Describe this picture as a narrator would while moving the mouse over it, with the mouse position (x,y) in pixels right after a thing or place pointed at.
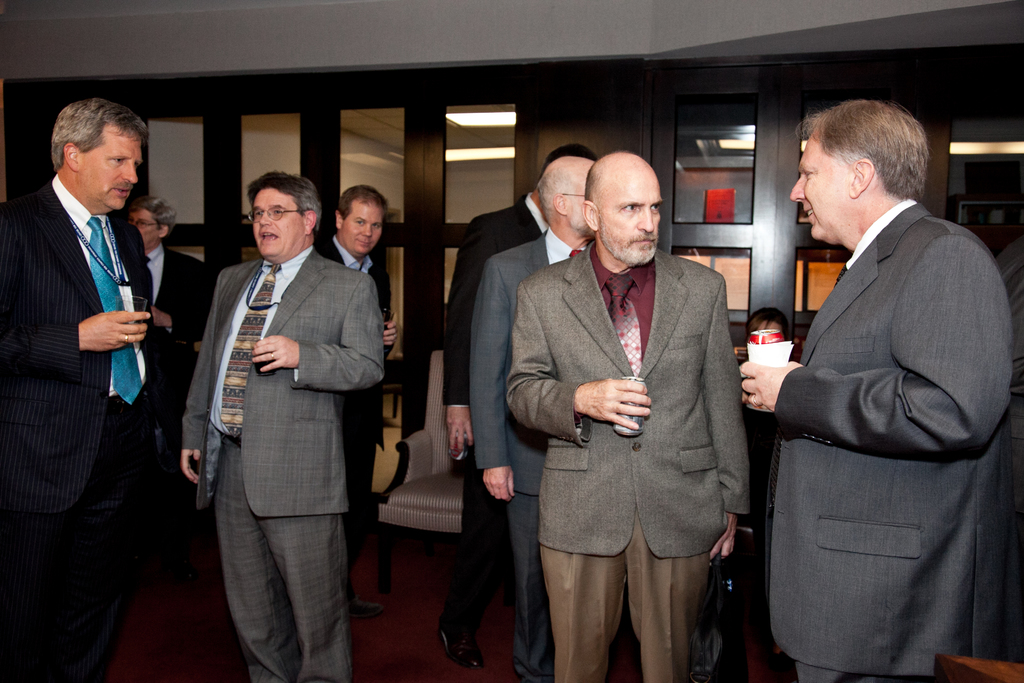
In this picture, we see a group of people (344,351) are standing. The man (825,223) on the right side (876,371) who is wearing the black blazer (911,376) is holding the coke bottle (756,331) and the tissue paper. Beside him, we see a man (656,393) is holding a coke bottle (621,428). The man (137,253) on the left side (39,244) who is wearing the blazer (147,332) is holding a glass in his hands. In the background (439,148), we see the glass windows (378,117) and doors (748,285). At the top (479,42), we see the roof (424,30) of the building (775,61).
